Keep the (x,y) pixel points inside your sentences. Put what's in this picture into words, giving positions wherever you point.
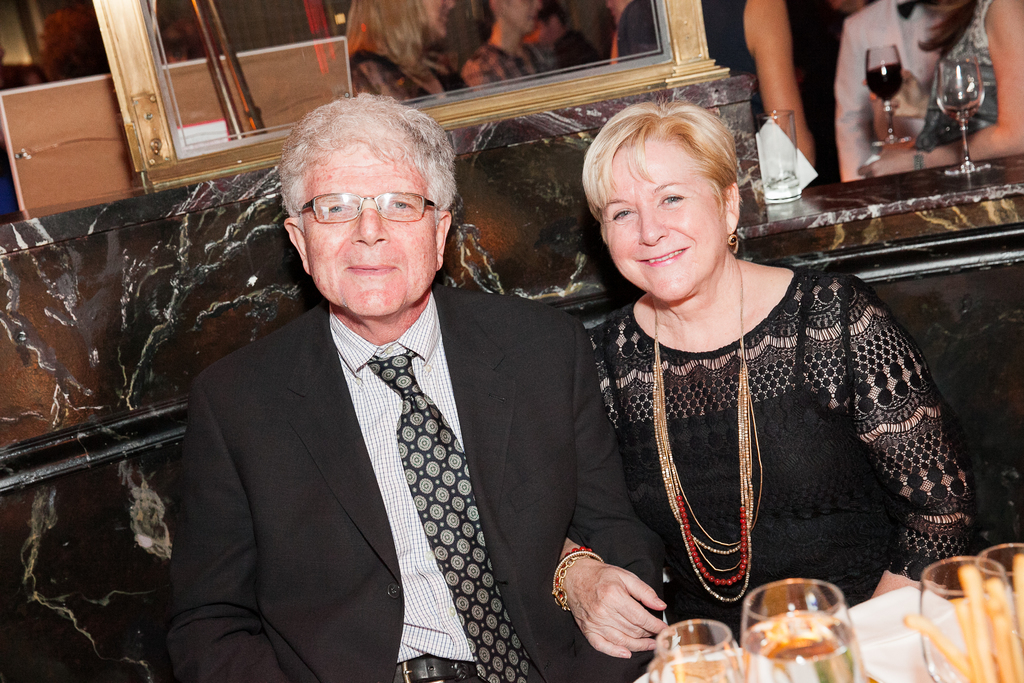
In this picture i could see two persons (447,371) sitting wearing a formal blazer (517,503) and tie (441,481) and the other lady (773,428) is wearing a frock (778,477) and with jewelry (740,449). In the right corner (815,658) there is wine glass (825,643) with wine (809,639) filled in, in the back ground (865,45) there are many number of people (789,69).
